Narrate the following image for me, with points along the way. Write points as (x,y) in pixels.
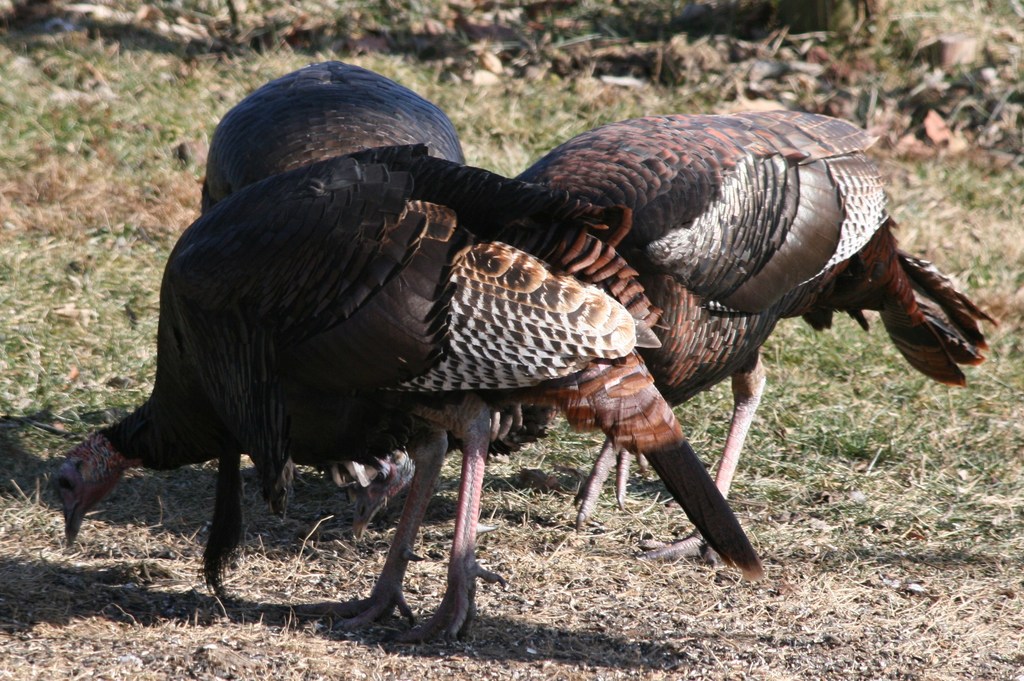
In this picture there are turkeys (286,347). The picture consists of grass (62,237).
